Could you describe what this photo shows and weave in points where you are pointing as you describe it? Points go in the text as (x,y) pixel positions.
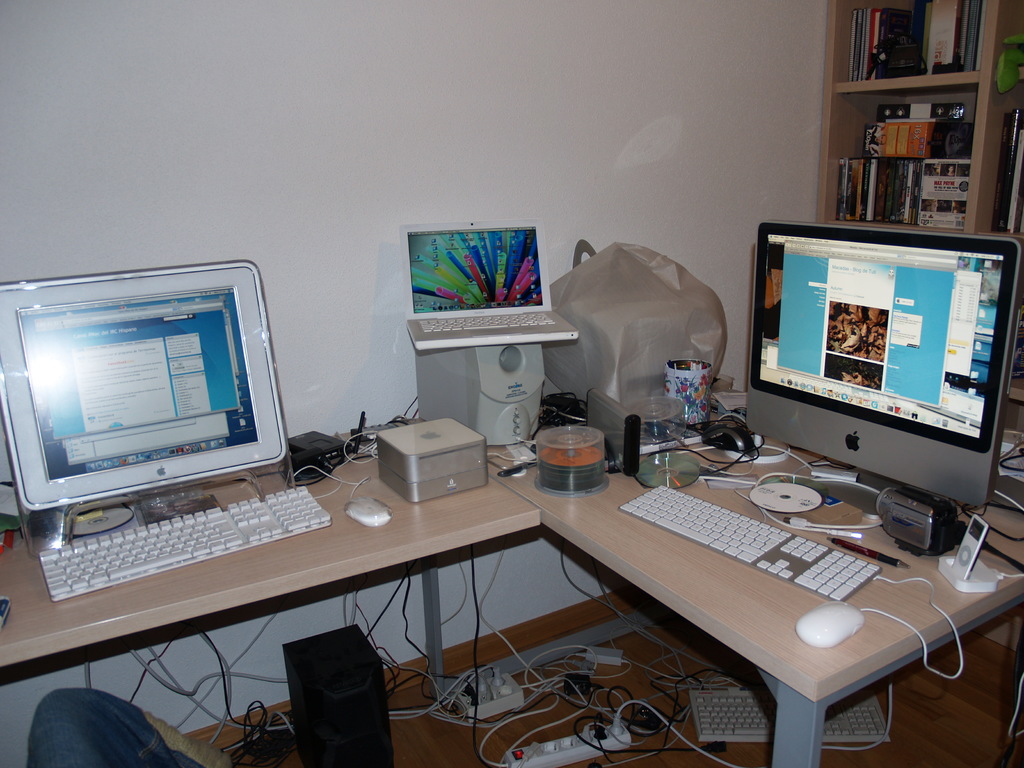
In this image there are two tables (712,500) on the tables (874,631) there are monitors (816,364), keyboards (767,527), boxes (404,462), packet (563,382), laptop (482,328), mouses (852,617), and few other things (572,467) are there. In the top right (971,90) there is a book rack (916,82). On the floor (568,706) there are many cables (476,687), plugs (602,745), keyboard (725,717). In the background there is wall (276,110).
